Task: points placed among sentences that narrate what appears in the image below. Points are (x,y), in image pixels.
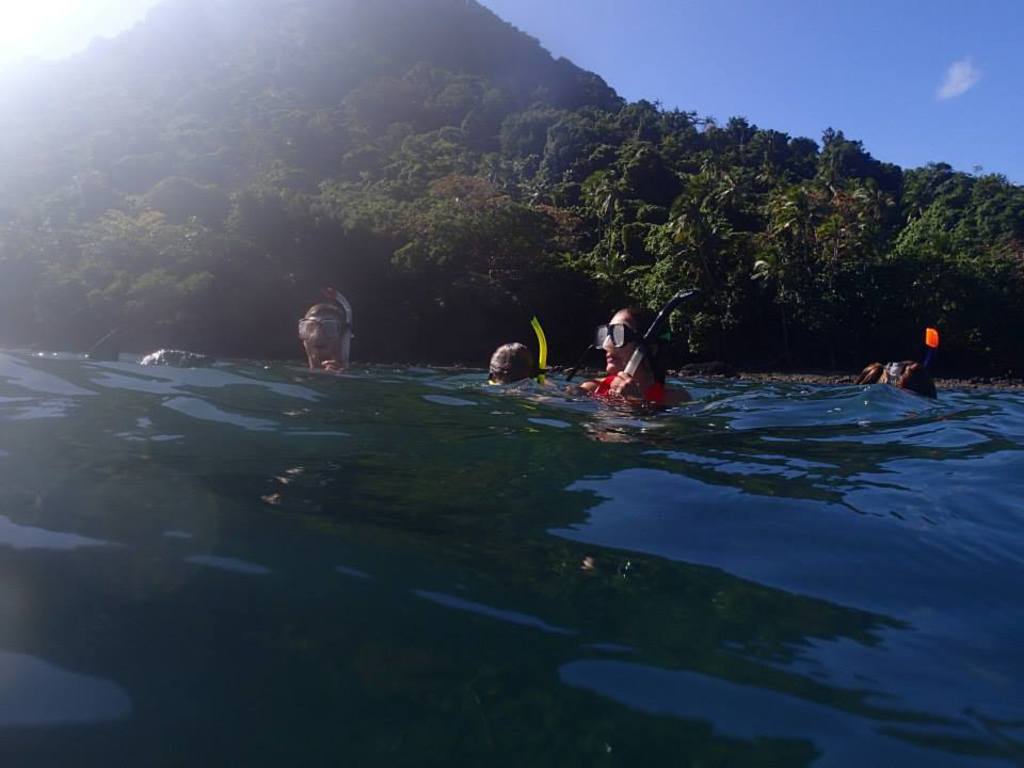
This image is taken outdoors. At the top of the image (802,51) there is the sky (922,79) with clouds (959,84). In the background (231,229) there is a hill (235,197) and there are many trees (435,258) and plants (344,175). At the bottom of the image (556,608) there is a sea (609,502). In the middle of the image (344,352) a few people (918,381) are swimming in the sea (906,400).
